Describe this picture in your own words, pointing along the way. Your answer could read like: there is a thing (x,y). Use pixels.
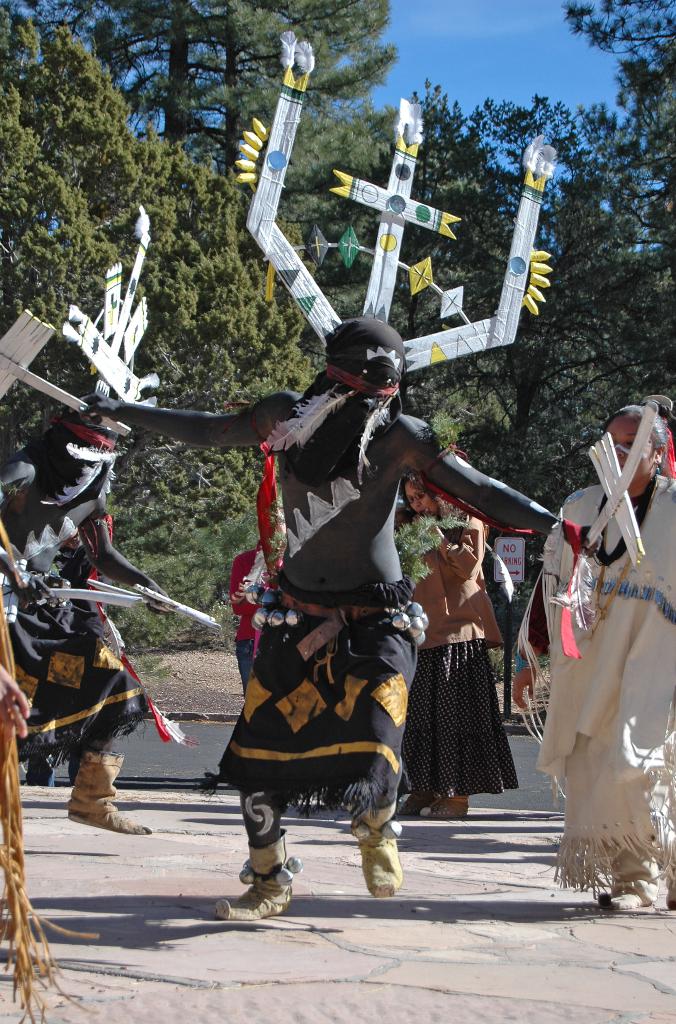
In this picture I can see two persons (337,604) in fancy dresses (271,535), there are few people (647,528) standing, there is a board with a pole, and in the background (477,448) there are trees (477,448) and the sky (422,56).
